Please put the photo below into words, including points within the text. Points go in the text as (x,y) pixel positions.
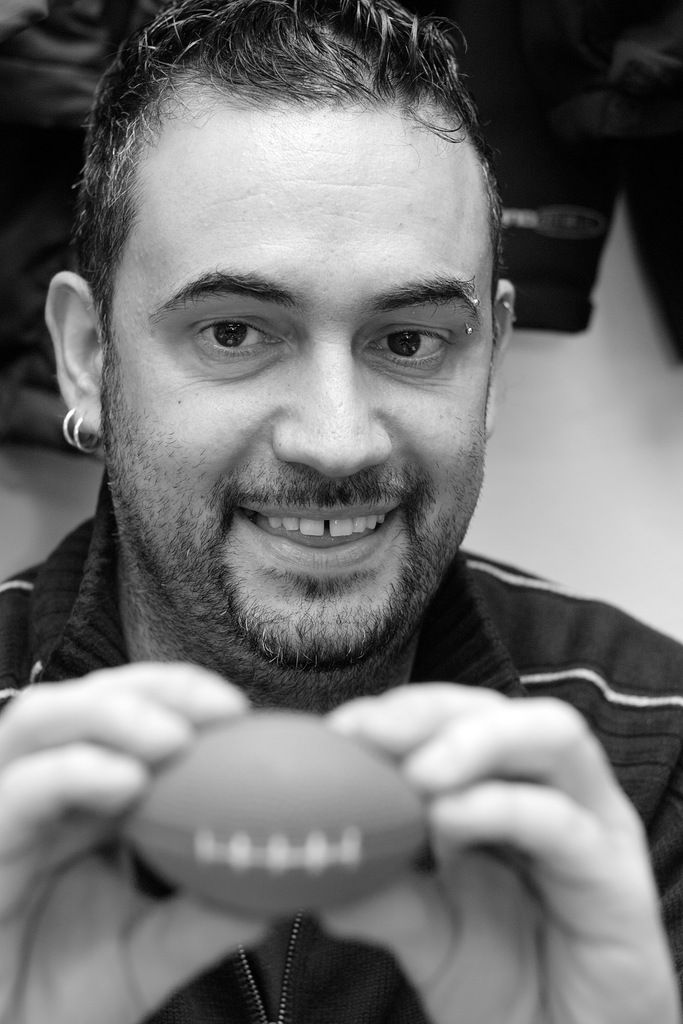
This is a black and white picture of a man (365,956) holding a small ball (260,769), he is having rings (87,438) to his ear (78,391) and one on his eyebrow (429,295).
